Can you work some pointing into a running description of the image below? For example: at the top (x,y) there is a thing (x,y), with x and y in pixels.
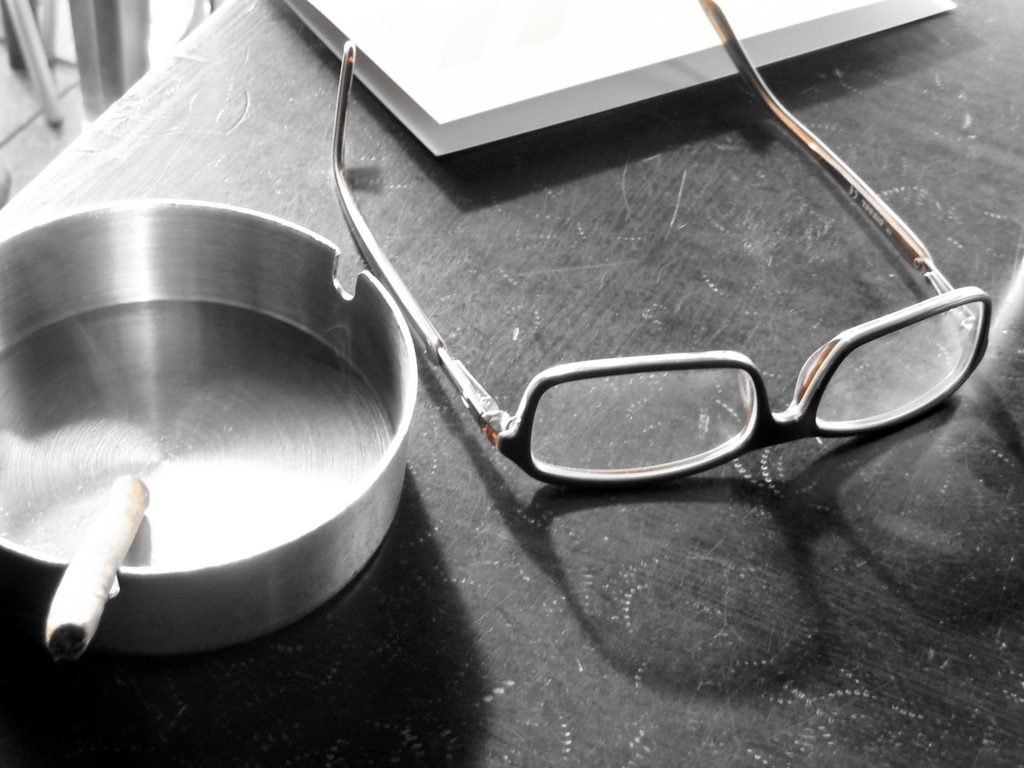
In the picture I can see spectacles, cigarette (100,601), ashtray (294,515) and other objects (462,40) are placed on the black color table (747,662).
